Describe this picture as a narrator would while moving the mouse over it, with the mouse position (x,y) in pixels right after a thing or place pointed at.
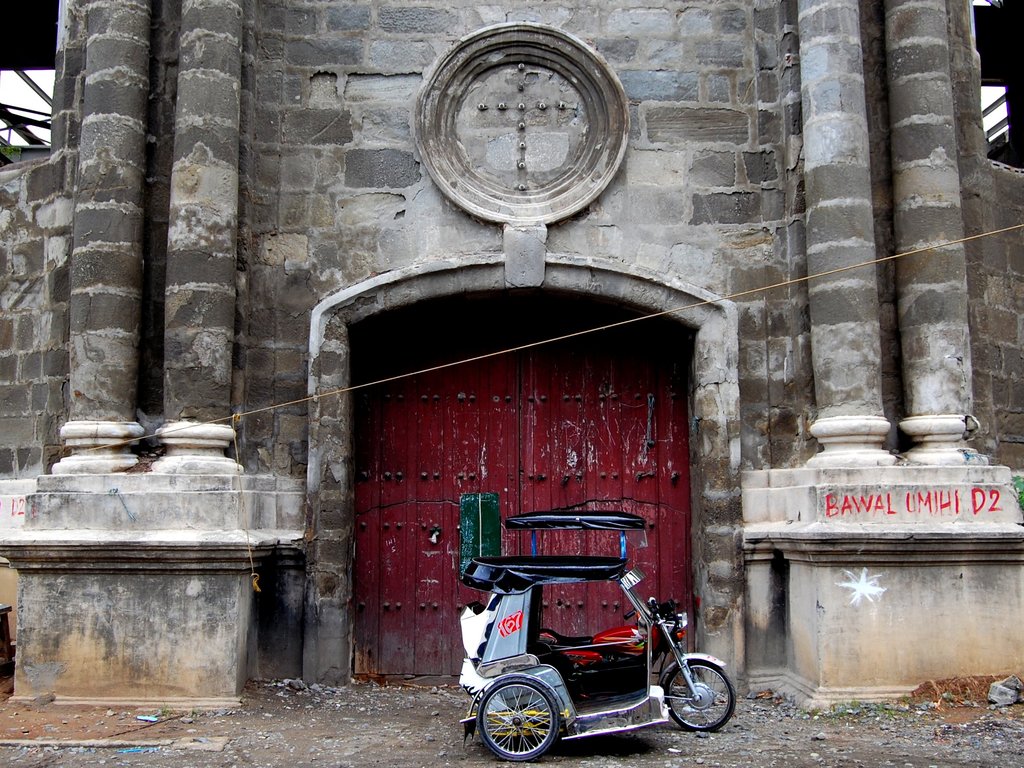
In this image we can see a building (264,97) with pillars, some written text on the wall (260,234) and a wooden door (559,627). We can also see a tricycle (539,735) which is placed on the ground (731,748). We can also see some stones (818,718).
